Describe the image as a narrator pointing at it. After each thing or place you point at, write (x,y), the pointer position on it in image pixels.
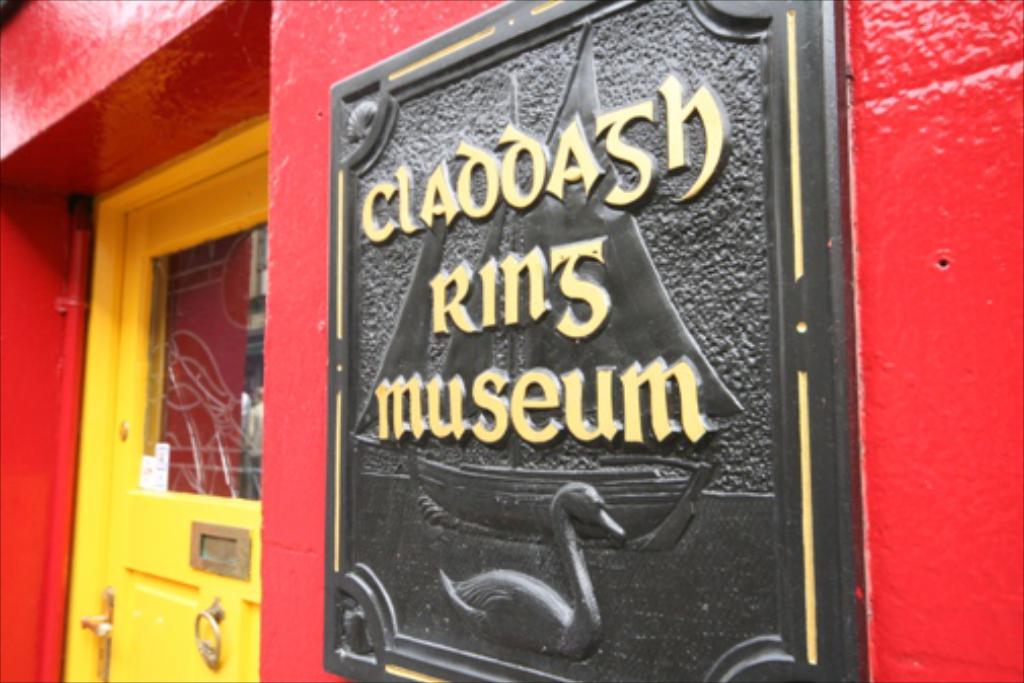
In this image we can see a red colored wall (922,42) and there is some text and sculptures (386,649) on the wall (276,477), on the left side of the image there is a door (261,205).
